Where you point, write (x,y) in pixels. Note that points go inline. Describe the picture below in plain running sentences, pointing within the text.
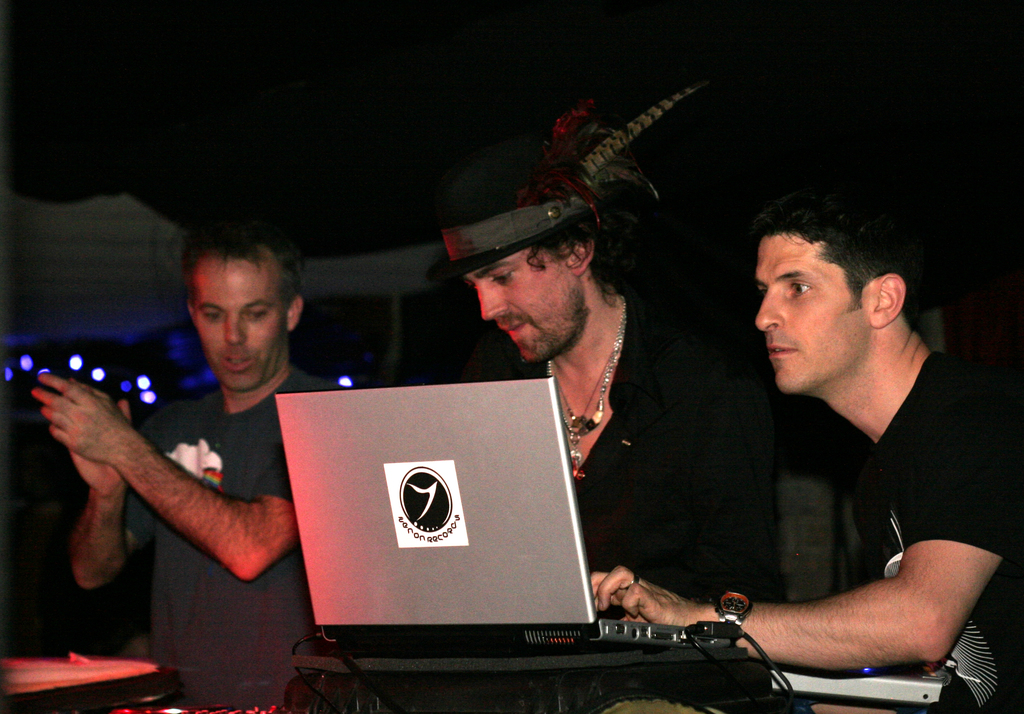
In the image we can see three men (766,470) wearing clothes (616,476) and the middle man (571,430) is wearing neck chains (547,370) and a hat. Here we can see the laptop (424,493), cable wires (357,671), lights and the background (252,171) is dark.
